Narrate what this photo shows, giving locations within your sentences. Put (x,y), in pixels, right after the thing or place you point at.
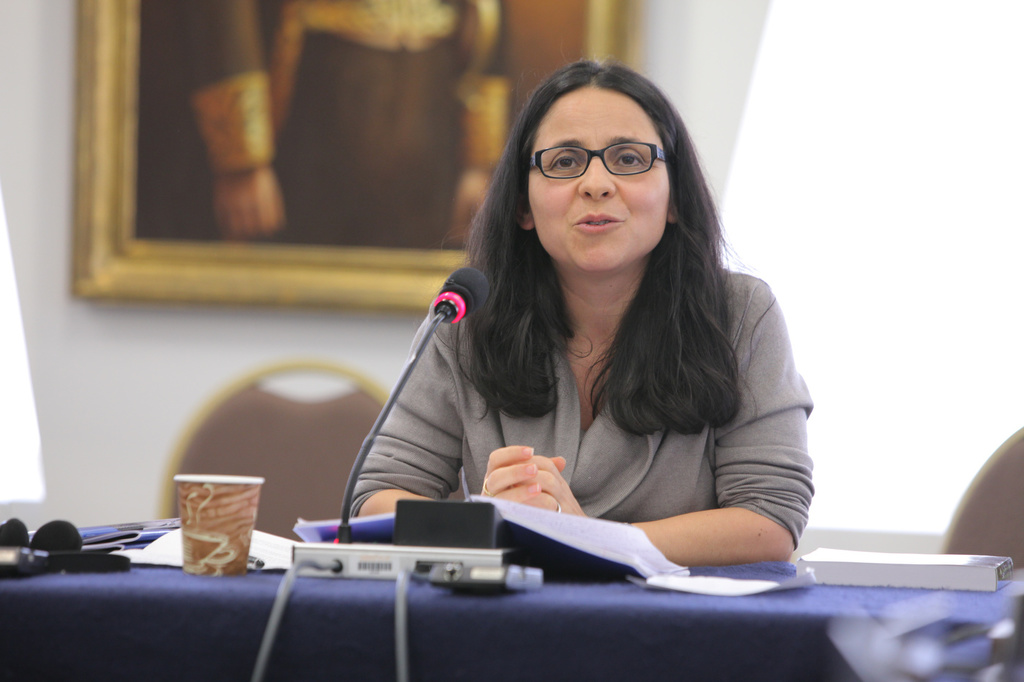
In this image there is a woman (585,393) sitting in front of the table (69,601) with mic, glass (219,503), books (580,566), papers (170,559) and a few other objects (22,559) on it, behind her there are chairs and a frame (215,179) is hanging on the wall (53,430).
